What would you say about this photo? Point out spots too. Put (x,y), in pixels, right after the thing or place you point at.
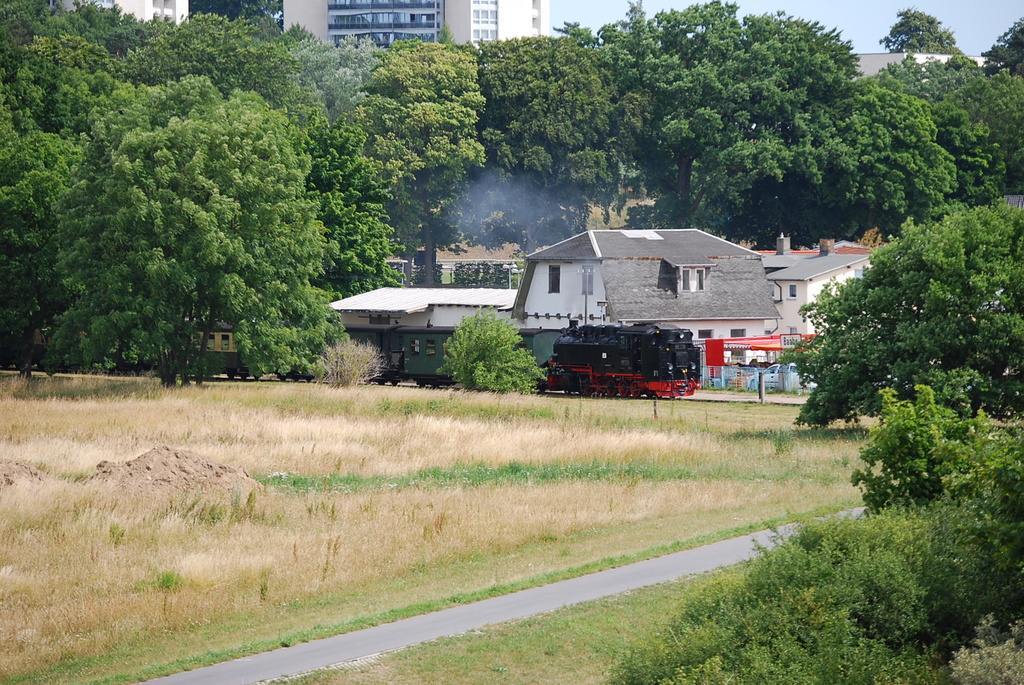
In this picture I can see few houses (675,234) and buildings (477,29), trees (568,179) and a vehicle (617,360) and I can see smoke (543,236) from the train (574,367) and few cars (757,384) and I can see grass (426,518) on the ground (652,498) and few plants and a clear sky (818,17).
